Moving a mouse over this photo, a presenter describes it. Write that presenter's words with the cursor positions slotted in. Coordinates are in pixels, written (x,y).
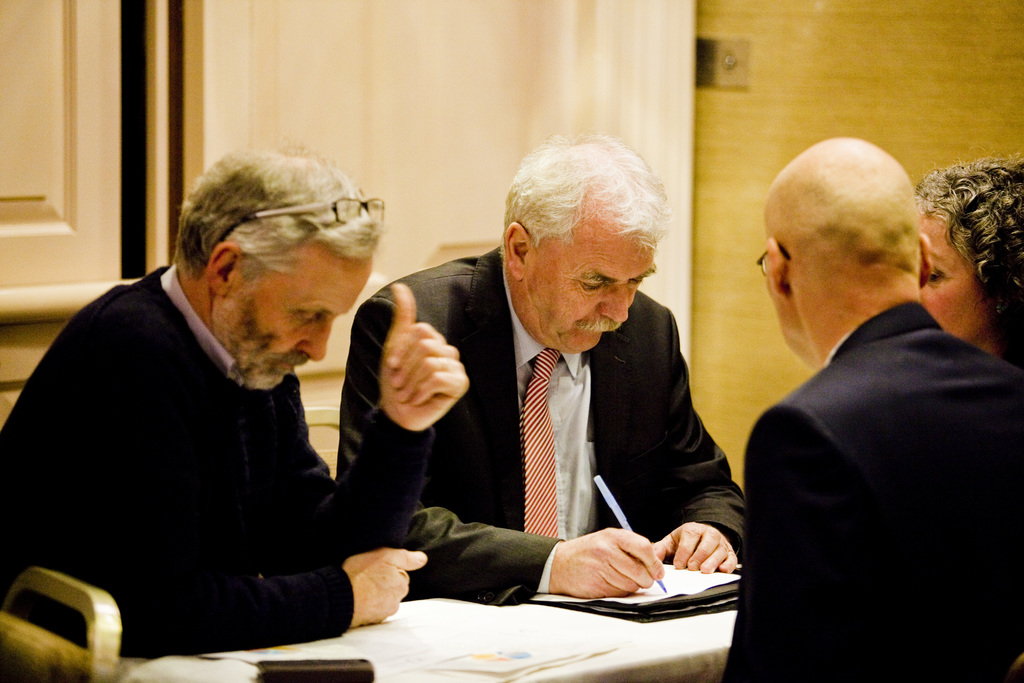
This image consists of four persons (442,590) sitting in the chairs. They are wearing dark color clothes (506,379) and white shirts (585,449). In the middle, there is a table (699,656) covered with a white cloth (651,625). On which the man (559,575) is writing. In the background (424,119), there is a wall (440,118) along with a door (26,105).
